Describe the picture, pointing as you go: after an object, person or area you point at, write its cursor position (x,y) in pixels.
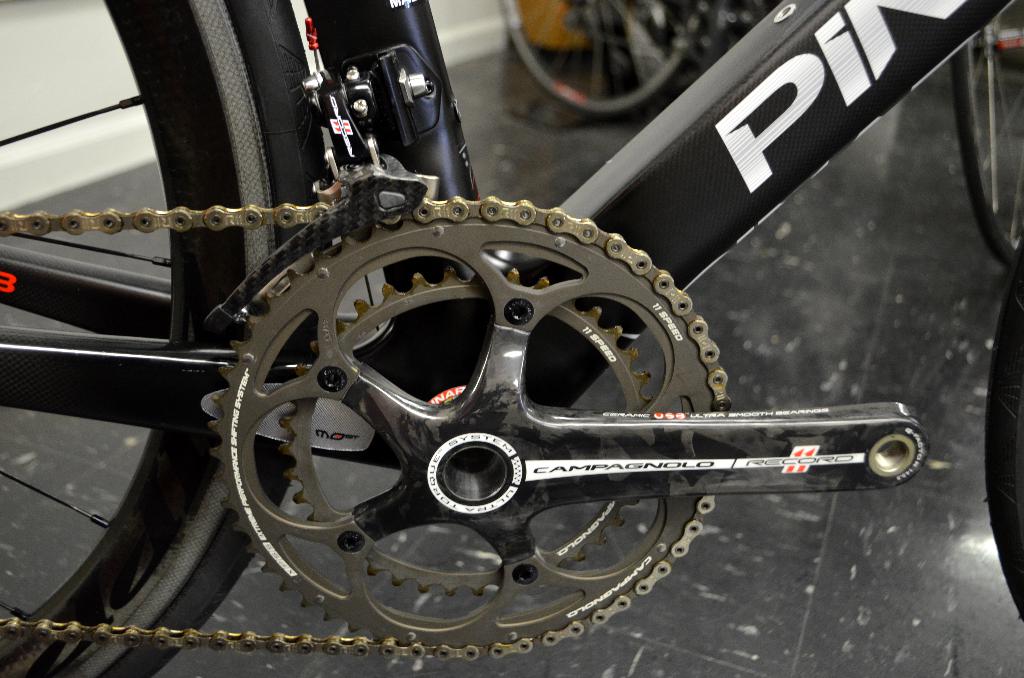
In the foreground of this image (500,227), there is a wheel (479,227) and chain (258,208) of a bicycle (413,196). We can also see tyres (280,176). In the background (671,43), there is another bicycle (626,62) on the floor (539,131) and the wall (97,30).
